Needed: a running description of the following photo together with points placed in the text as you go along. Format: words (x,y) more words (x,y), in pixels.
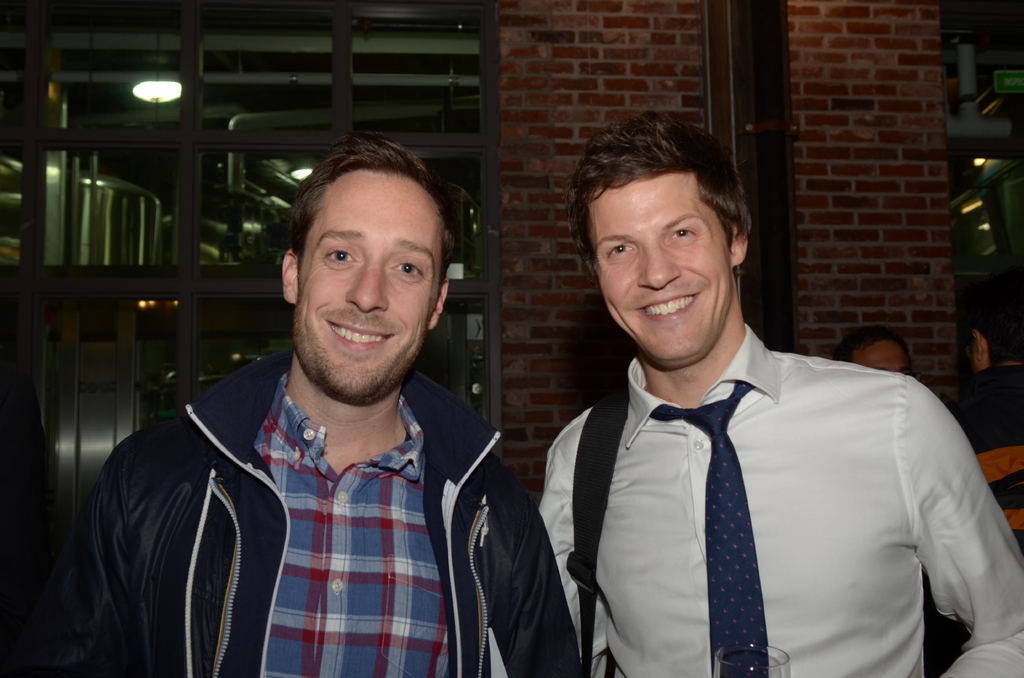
In this image in the foreground (494,456) there are two persons (884,496) who are standing and smiling, and in the background (986,355) there are some persons (1005,355), glass doors (244,146), lights (170,97) and through the doors (175,196) we could see some objects (270,229).
